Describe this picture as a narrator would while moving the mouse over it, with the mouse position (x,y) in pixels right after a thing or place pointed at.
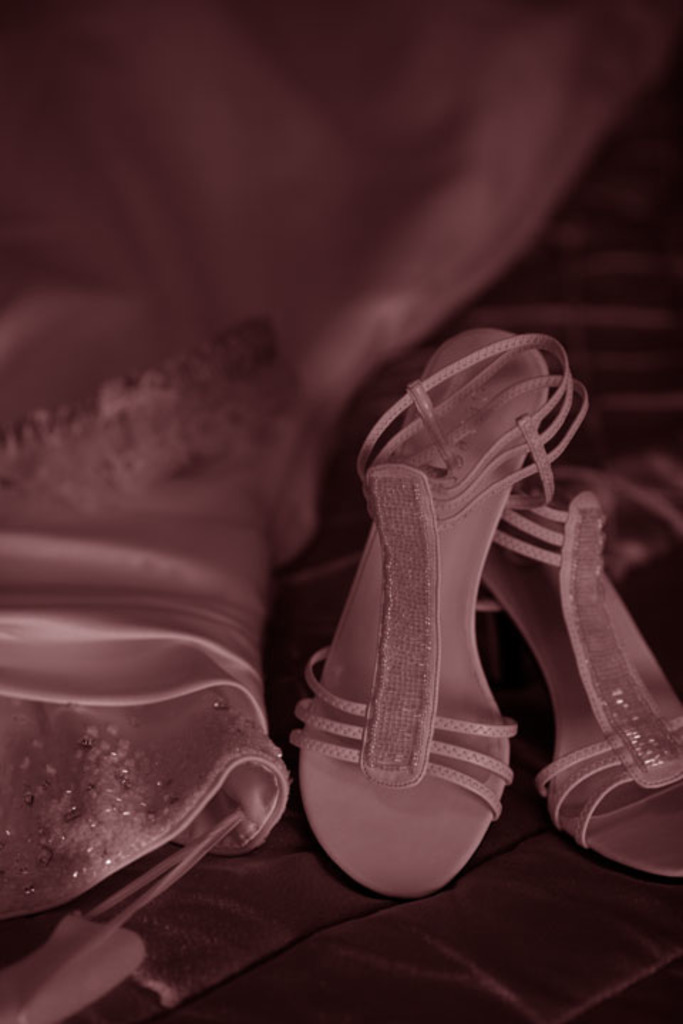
In the image there is a pink footwear (448,545) and beside the footwear (356,712) there is a matching color dress (169,447).
